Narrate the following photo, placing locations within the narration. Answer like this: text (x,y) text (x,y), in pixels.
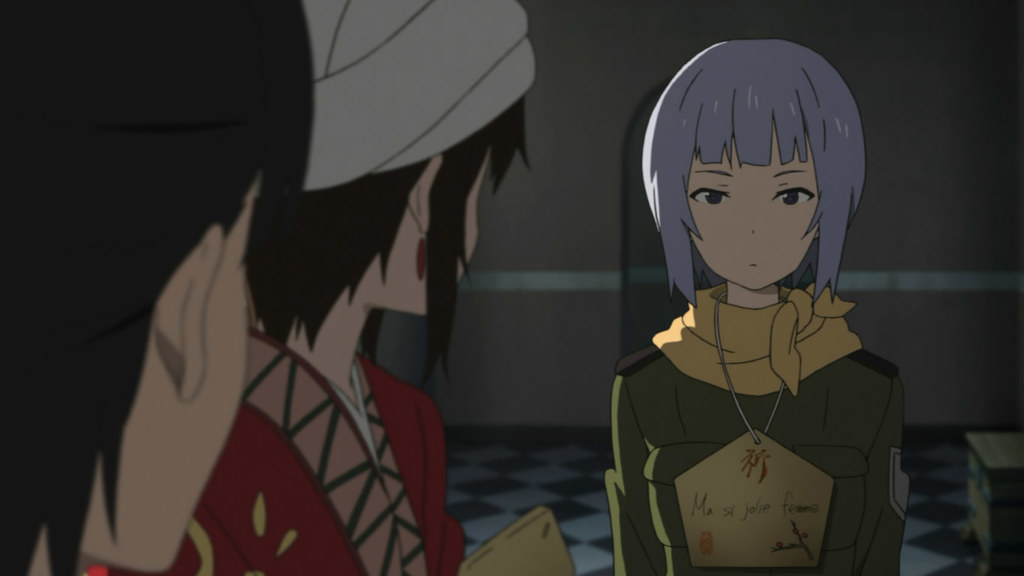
This is an animated image. 2 people (191,565) are present on the left (140,282). A person (777,336) is standing in the right (738,492), wearing a wooden plaque (747,441). There is a wall (925,265) at the back (937,233).
